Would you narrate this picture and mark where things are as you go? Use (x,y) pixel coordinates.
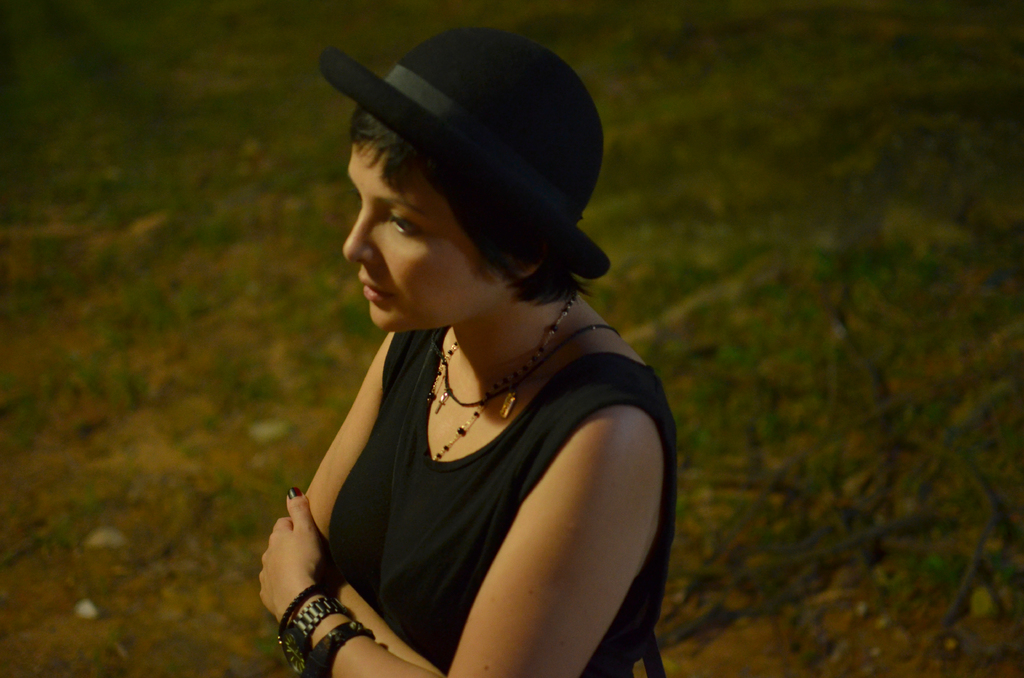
In this picture we can see a woman (361,531) in the black tank top (436,504) with the black hat (447,130) and the woman (447,183) is standing on the grass path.
